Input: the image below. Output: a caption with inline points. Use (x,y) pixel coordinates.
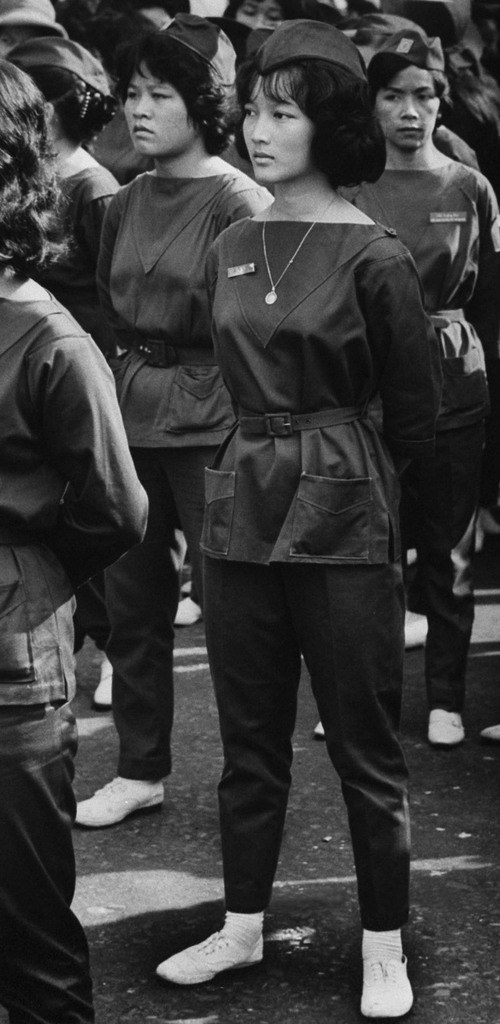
Few beautiful girls (372,268) are standing, they wore t-shirts (336,385) and trousers (383,657) and also caps (223,36).
